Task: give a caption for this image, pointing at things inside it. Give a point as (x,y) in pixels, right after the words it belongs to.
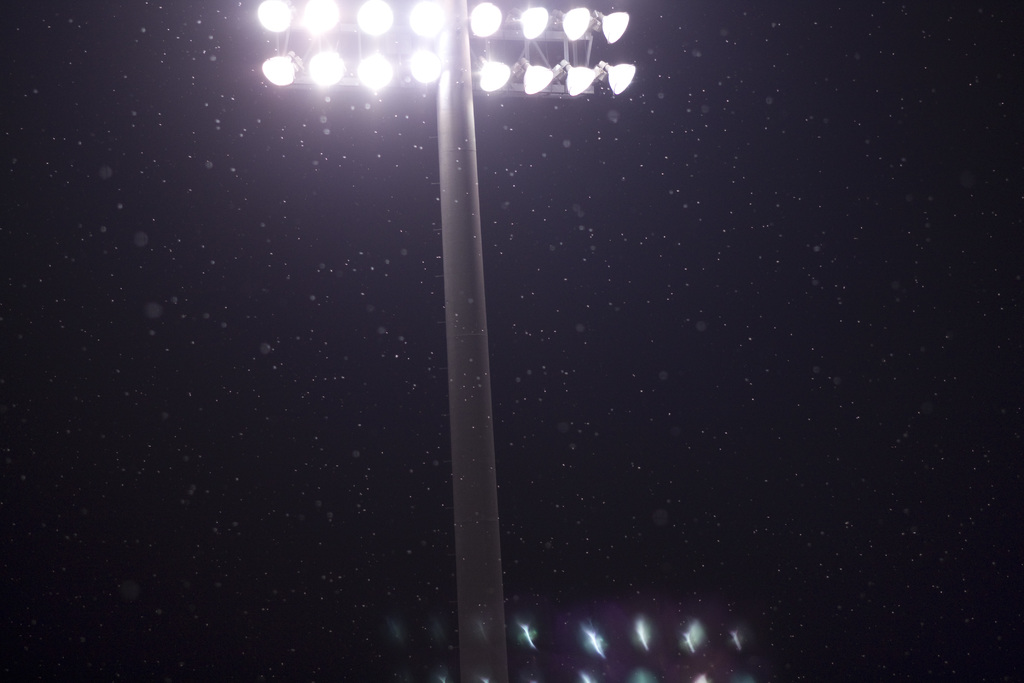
In this picture I can see flood lights (579,34) to the pole (475,166) and I can see dark background (316,218).
